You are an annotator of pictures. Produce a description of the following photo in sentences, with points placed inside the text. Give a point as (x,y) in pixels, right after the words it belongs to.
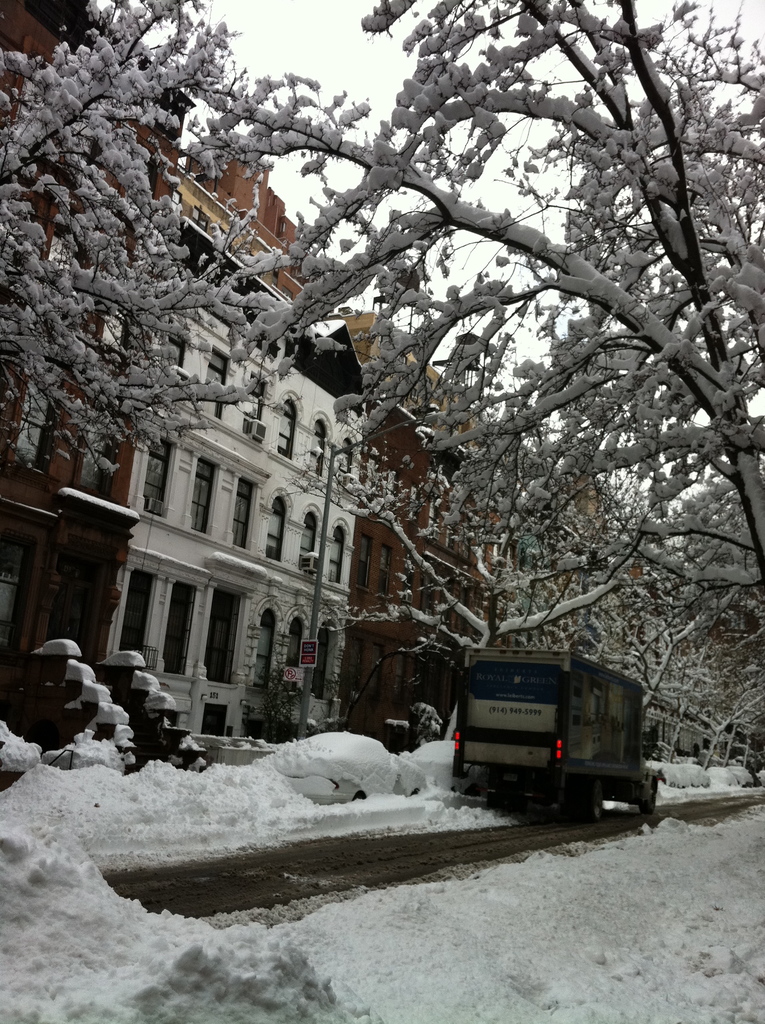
This image is clicked outside. There are trees (585,400) in the middle (474,486). There is a building (274,552) in the middle (256,469). There is a vehicle (533,785) in the middle (502,679). There is ice (444,795) all over the image. There is sky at the top (218,59).
